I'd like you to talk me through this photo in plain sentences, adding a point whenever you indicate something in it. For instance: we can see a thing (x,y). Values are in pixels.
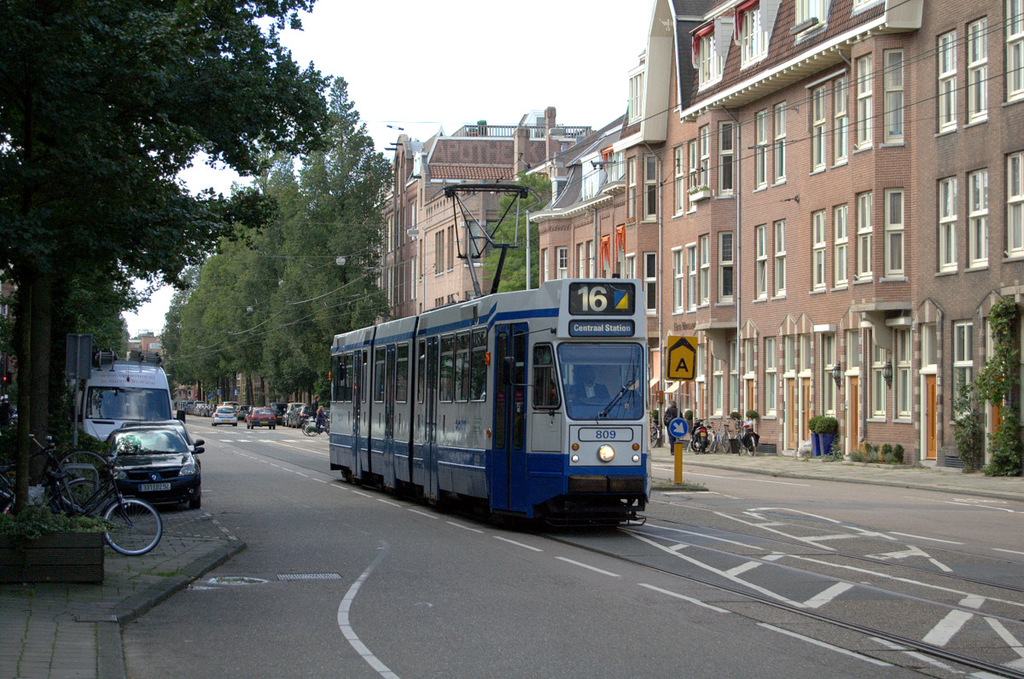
There is a tram (432,460) on the road (457,606) as we can see in the middle of this image (512,436). There are some buildings (755,290) and trees (243,254) in the background (282,261). There are some cars (289,412) and bicycles (115,474) on the left side of this image (225,421) and bicycles (713,431) on the right side of this image (742,445) as well.
